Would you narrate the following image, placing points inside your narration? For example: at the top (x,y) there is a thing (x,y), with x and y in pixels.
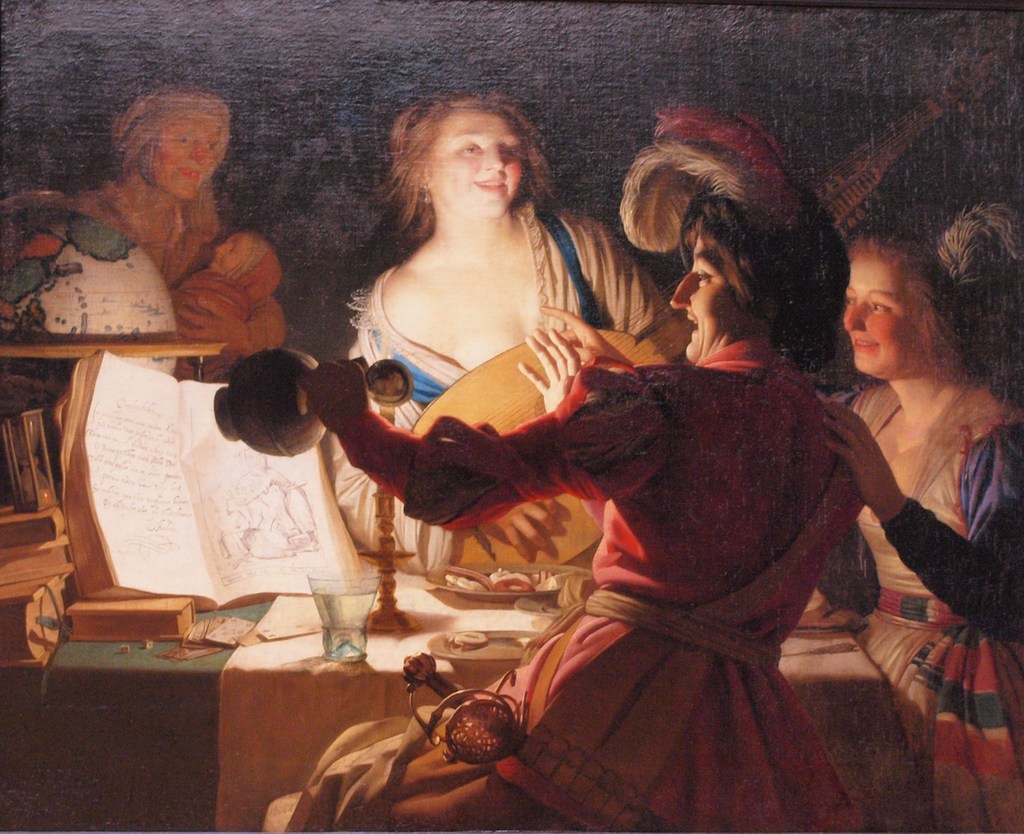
This image is a painting where we can see this man (527,652) is holding some object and we can see the sword (576,769), we can see these two women (413,233) are standing, here we can see a glass (319,589), book (133,420) and some objects (144,621) are placed on the table (301,746) and in the background (221,143) we can see another person (167,245).
